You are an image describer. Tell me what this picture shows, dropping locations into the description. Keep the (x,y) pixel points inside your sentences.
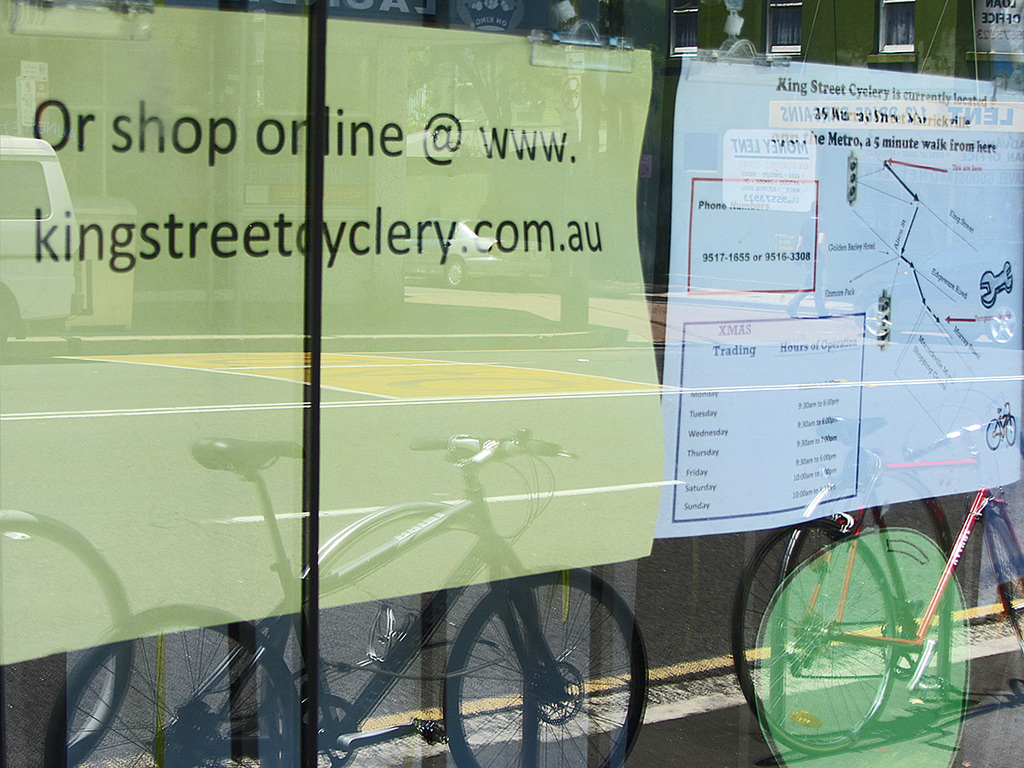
In this image we can see glass wall (744,566). Through the glass (452,241) we can see posters (441,265). On the glass (397,254) there are reflections (339,615) of cycles (518,608), road (413,433), vehicles (63,286) and few other objects (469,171).
